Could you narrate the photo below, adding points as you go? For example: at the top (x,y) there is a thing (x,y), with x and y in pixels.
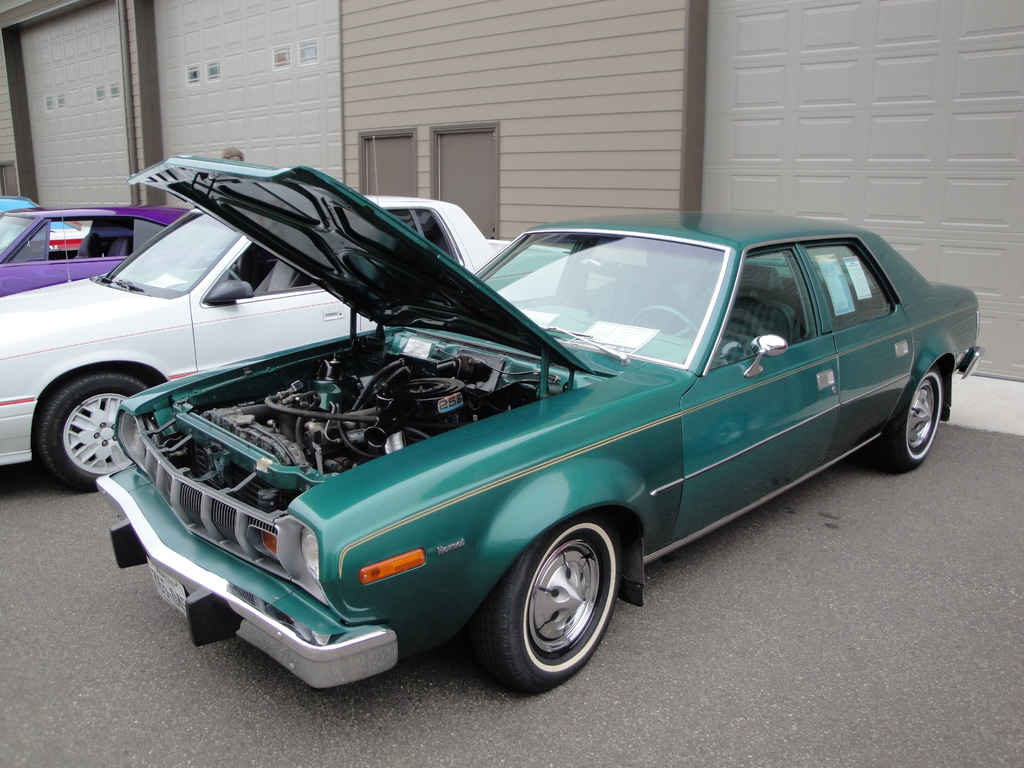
This image is clicked on the road (344,732). There are cars (330,529) parked on the road (40,757). In the foreground (562,435) there is a car (793,385). The bonnet (463,281) of the car (774,386) is open. Behind the cars (319,519) there is a wall (403,119) of a house (625,13). There are doors (486,153) to the wall (426,168).
